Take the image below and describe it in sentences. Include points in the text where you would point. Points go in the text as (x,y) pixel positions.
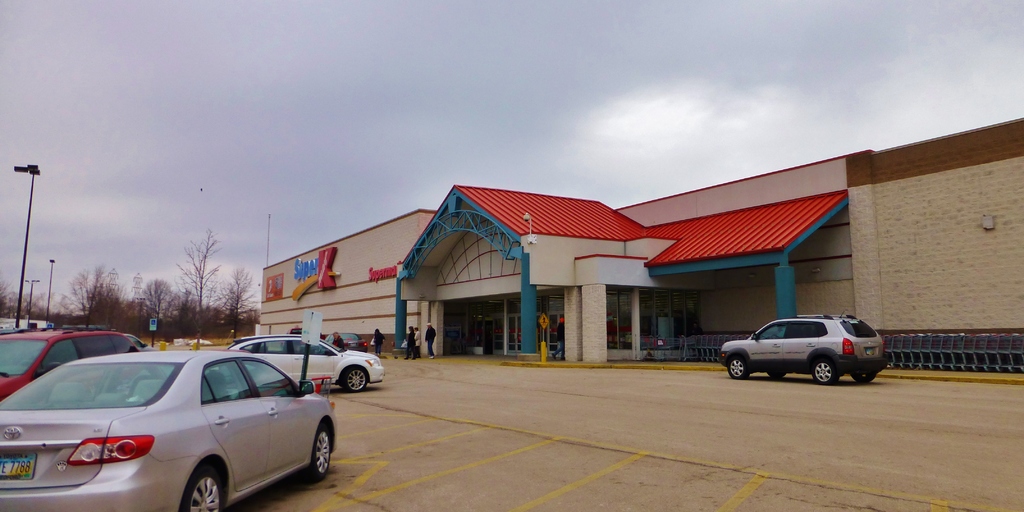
In this image we can see cars (739,344) on the land (508,439). In the background (18,302), we can see trees (184,311), building (820,280), poles (23,268), lights (30,170) and people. At the top of the image (352,91), we can see the sky (352,91) with clouds (421,119).
